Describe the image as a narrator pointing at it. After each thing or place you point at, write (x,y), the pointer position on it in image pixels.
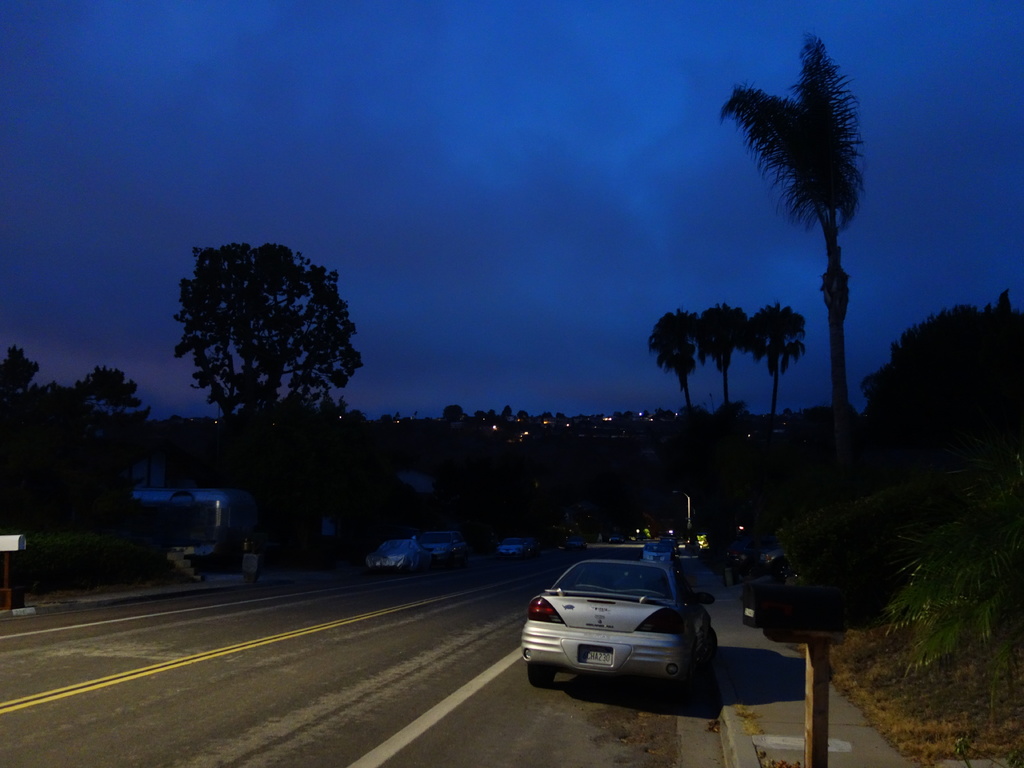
This image is clicked outside. There are trees (840,289) in the middle (554,420). There is a car (604,565) at the bottom (684,628). There is sky (467,134) at the top (483,108).
